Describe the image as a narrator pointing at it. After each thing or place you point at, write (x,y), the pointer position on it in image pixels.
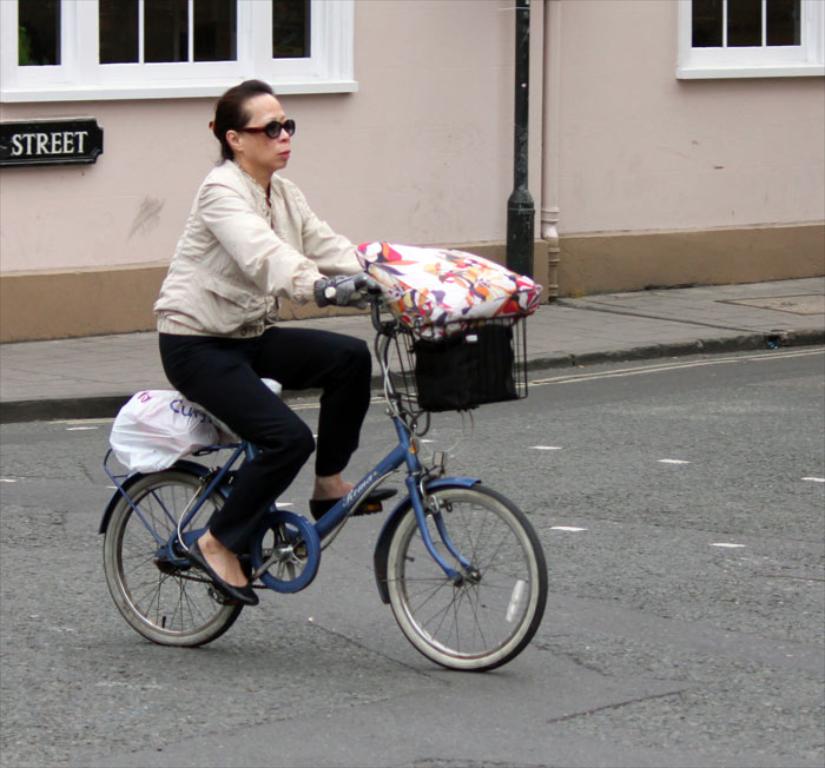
In this image I can see a woman (273,261) is doing cycling on the road (356,550). I can see the woman (301,330) is wearing glasses (249,132), gloves (356,293). On the cycle (341,509) we have a basket (468,347), bag (150,428) and other objects (455,309) on it. In the background (488,84) I can see there is a building (465,105) and a pole (521,175).
